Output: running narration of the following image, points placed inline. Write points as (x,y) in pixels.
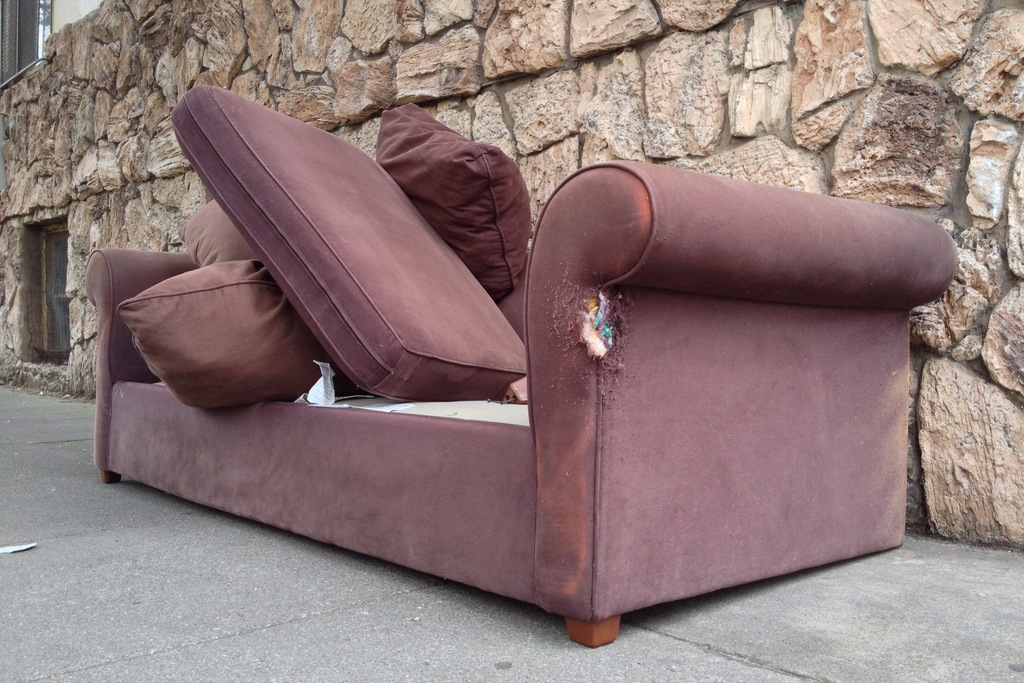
In this picture we can see an old sofa (282,416) with cushions (433,242) kept outside the house (568,90) on the road (237,559).
